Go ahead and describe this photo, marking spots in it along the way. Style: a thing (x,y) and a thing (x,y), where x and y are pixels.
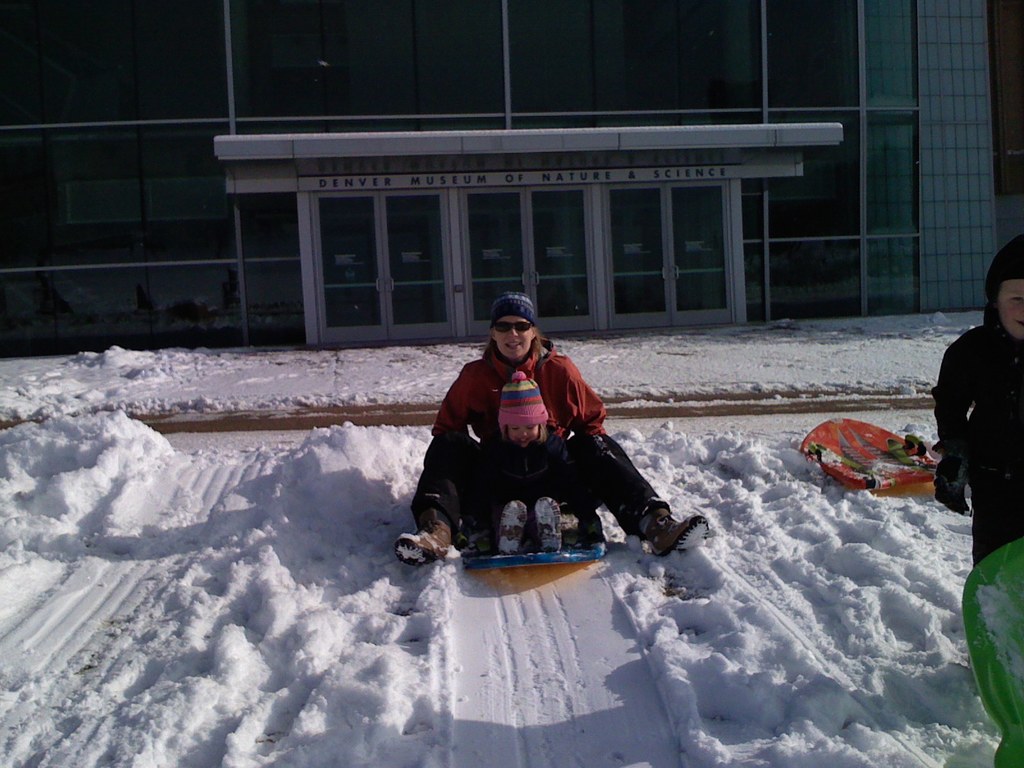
Here we can see a woman (551,359) and a kid (519,378) are sitting on an object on the snow (508,709) and on the right (867,450) there is a person (955,390) and two objects (973,597) on the snow (727,609). In the background (70,141) there is a building (122,138), glass doors (433,239) and snow (34,382) on the footpath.
